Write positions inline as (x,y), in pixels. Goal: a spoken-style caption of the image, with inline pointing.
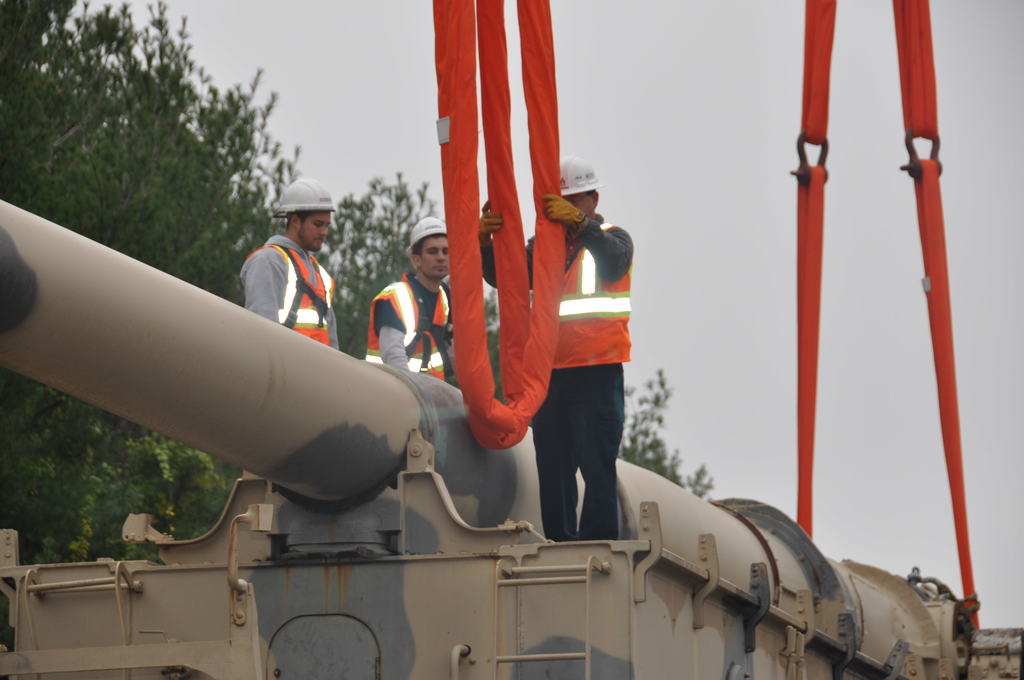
In this image, I can see three people (575,292) standing. It looks like a military vehicle (436,512). I think these are the ropes (512,354). I can see the trees (203,204). This is the sky (732,228).
